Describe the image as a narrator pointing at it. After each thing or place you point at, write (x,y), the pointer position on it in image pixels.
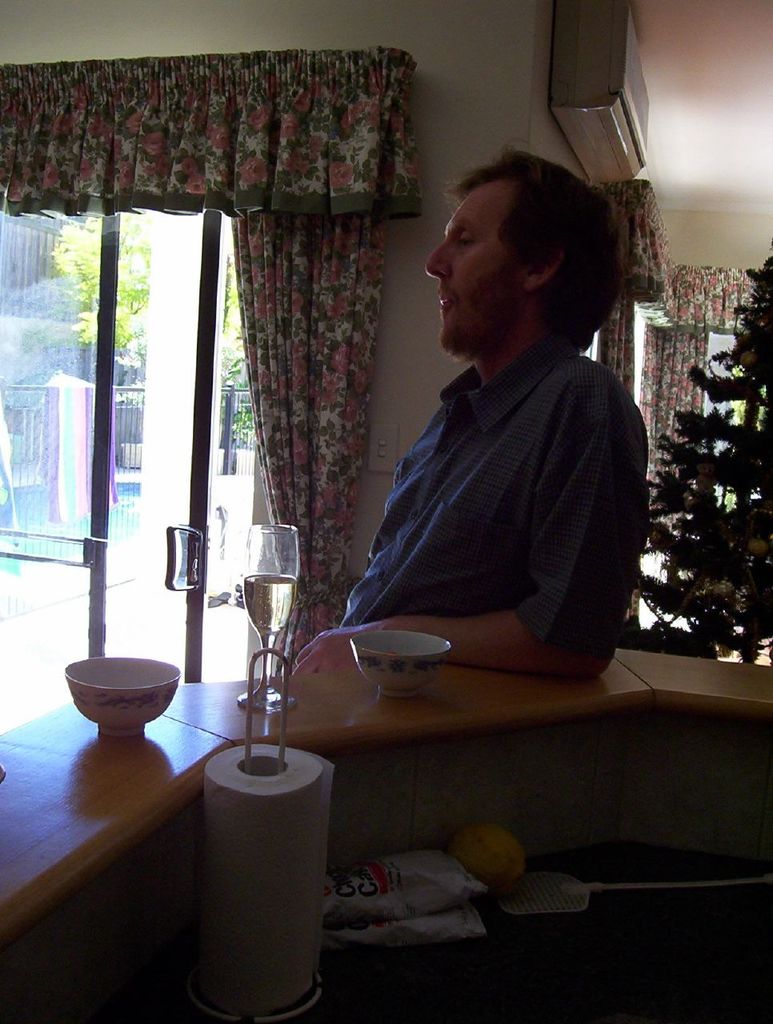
In this picture, we can see a person (454,381) resting his hand (564,673) on the desk (335,714), we can see some objects (372,663) on the desk (229,682) like bowls (362,658), glass (238,699) with liquid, we can see wall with door (238,486), windows (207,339), curtains (682,354) and air conditioner (570,7), and we can see some trees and a tree (756,335) in the house (704,571), we can see some fencing (119,464), swimming pool (125,520) from the glass door (129,520).
